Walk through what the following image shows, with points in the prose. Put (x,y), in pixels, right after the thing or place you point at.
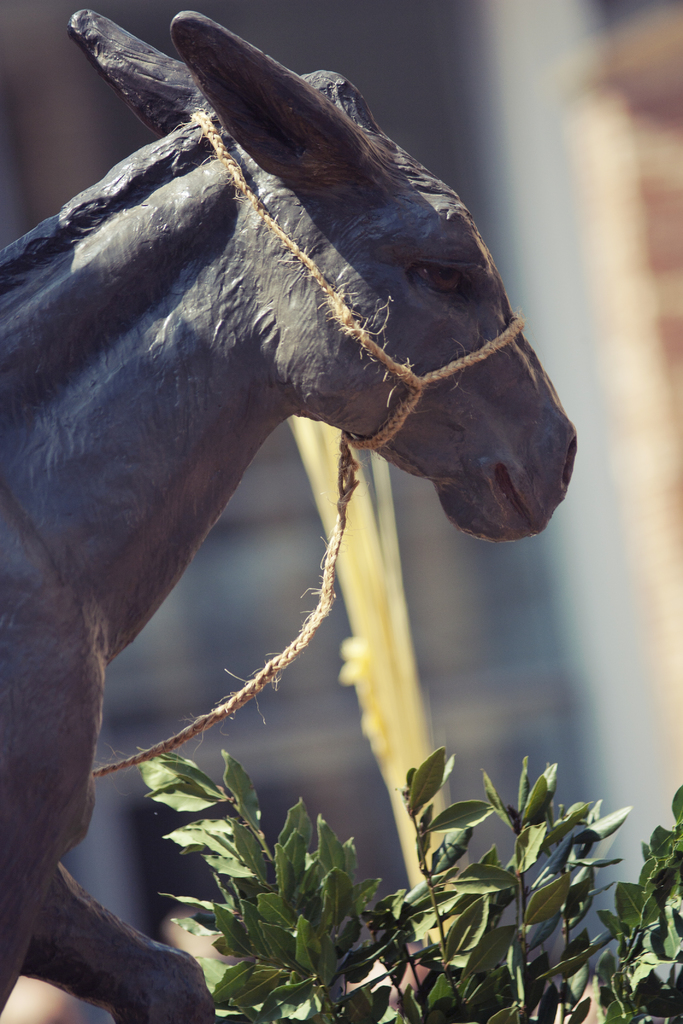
In this picture, there is a statue of an animal (183,315) and it is tied with a rope (346,451). At the bottom (424,867), there are plants (429,877).
